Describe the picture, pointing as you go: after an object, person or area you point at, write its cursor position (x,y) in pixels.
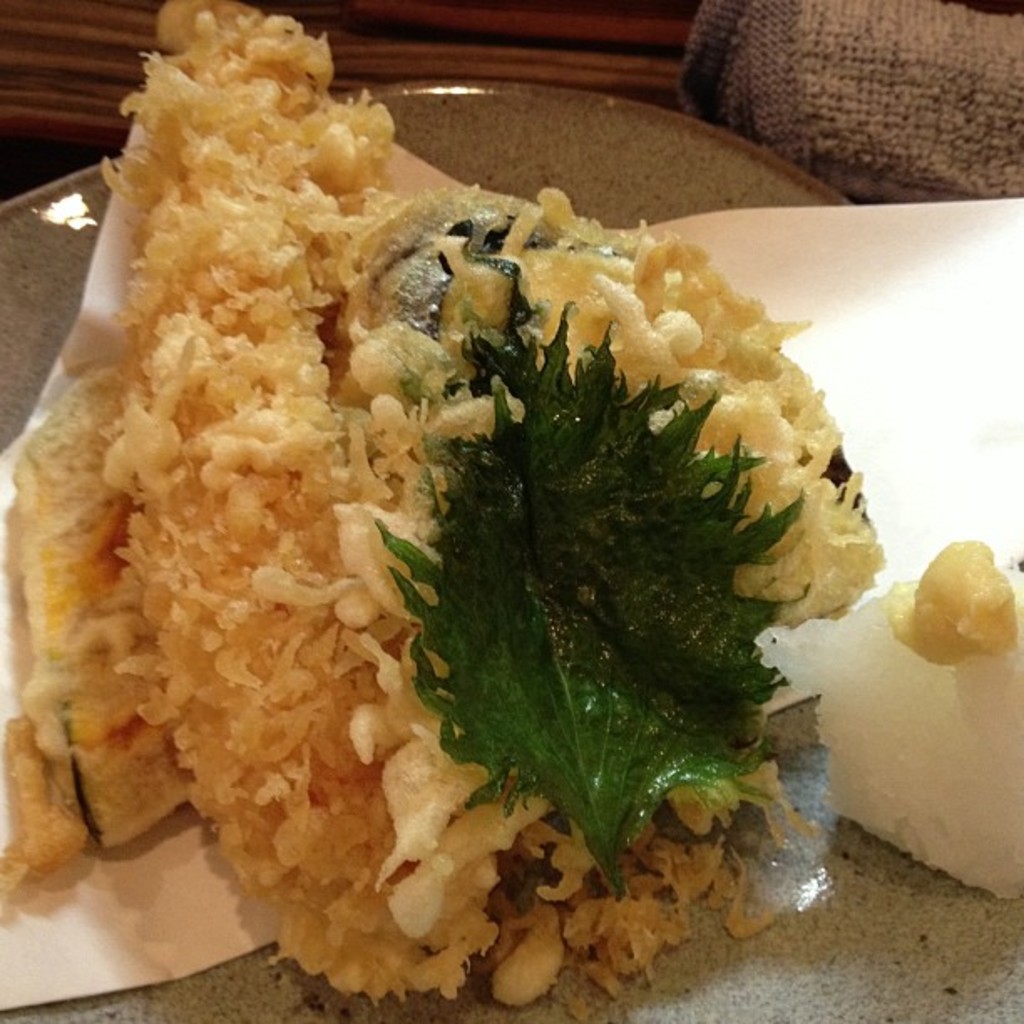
In this picture we can see food items (296,270), paper (105,278), leaf (561,518) and some objects (582,173).
